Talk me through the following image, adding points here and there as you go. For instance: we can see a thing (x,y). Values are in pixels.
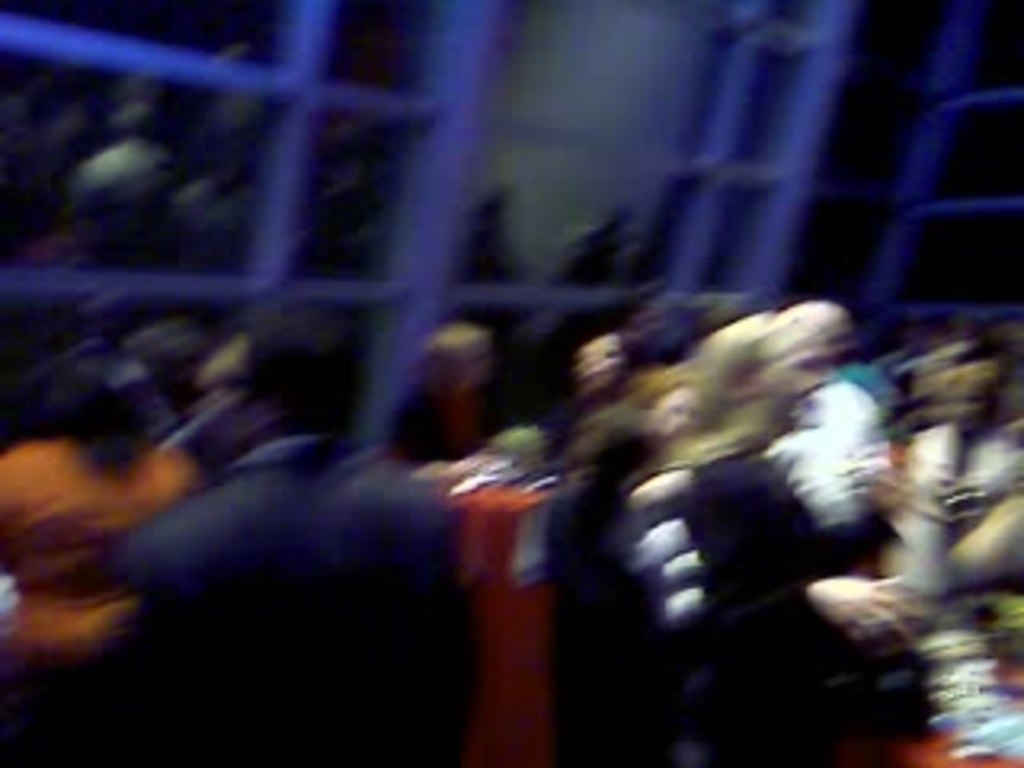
In this image we can see some group of people (326,656), but it is in a blur.
